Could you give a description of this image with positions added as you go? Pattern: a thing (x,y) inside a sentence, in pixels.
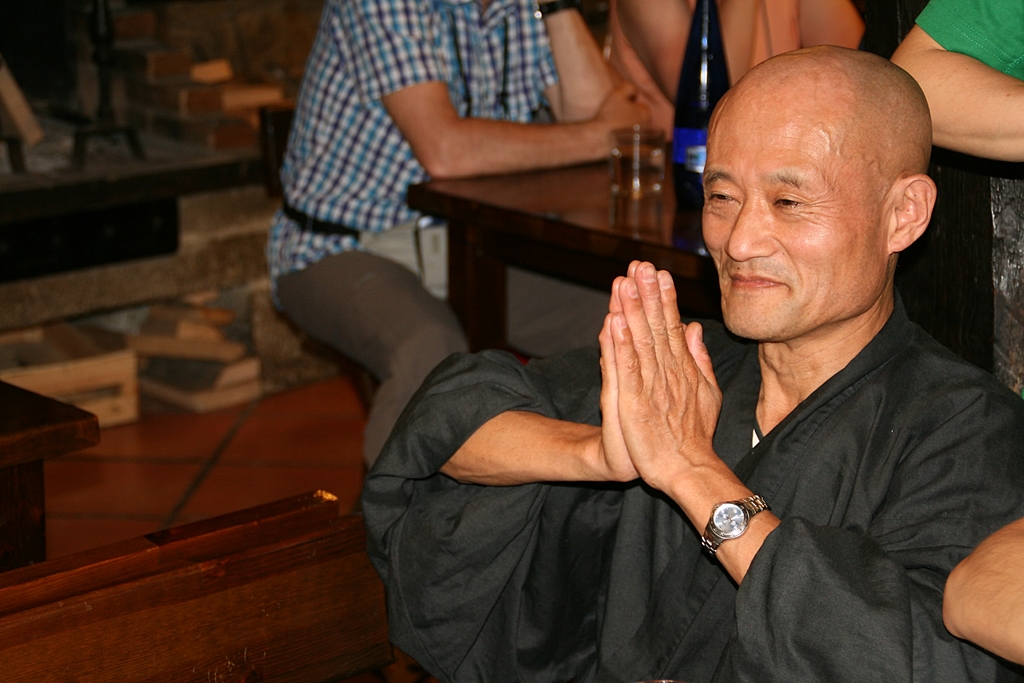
In this image we can see there are people (665,470) sitting near the table (478,212). On the table (667,220) we can see the bottle (699,26) and glass (657,184). And there are some wooden objects (149,349). At the back (130,107) it looks like a wall (166,53).
